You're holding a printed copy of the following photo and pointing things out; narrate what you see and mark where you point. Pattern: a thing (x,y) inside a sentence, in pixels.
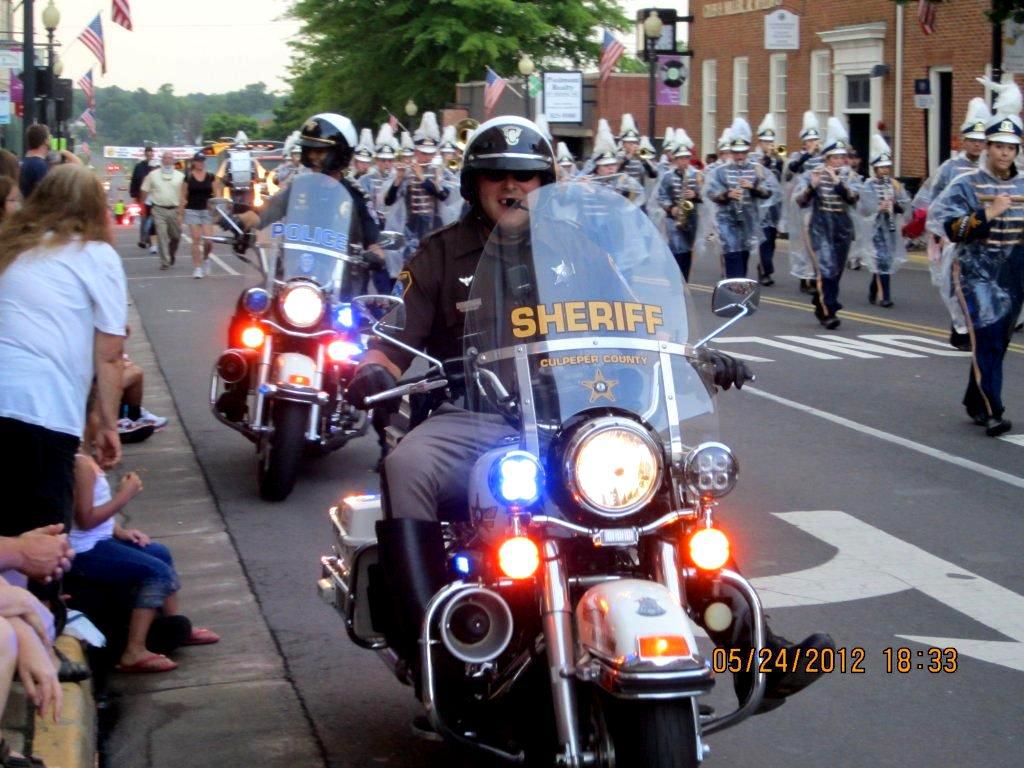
Two persons (427,274) are sitting on bike (500,514) with helmet (493,160), goggles (502,176). On the bike (324,333) there are lights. It is on the road (189,272). On the right side (945,261) a group of people (867,211) are marching, also there are buildings (774,65), street poles (651,67), flags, and trees (508,36) on the right side (862,86). On the left side (67,342) some people (76,392) are standing. In the background (180,118) there are trees (151,123), sky (165,34).
